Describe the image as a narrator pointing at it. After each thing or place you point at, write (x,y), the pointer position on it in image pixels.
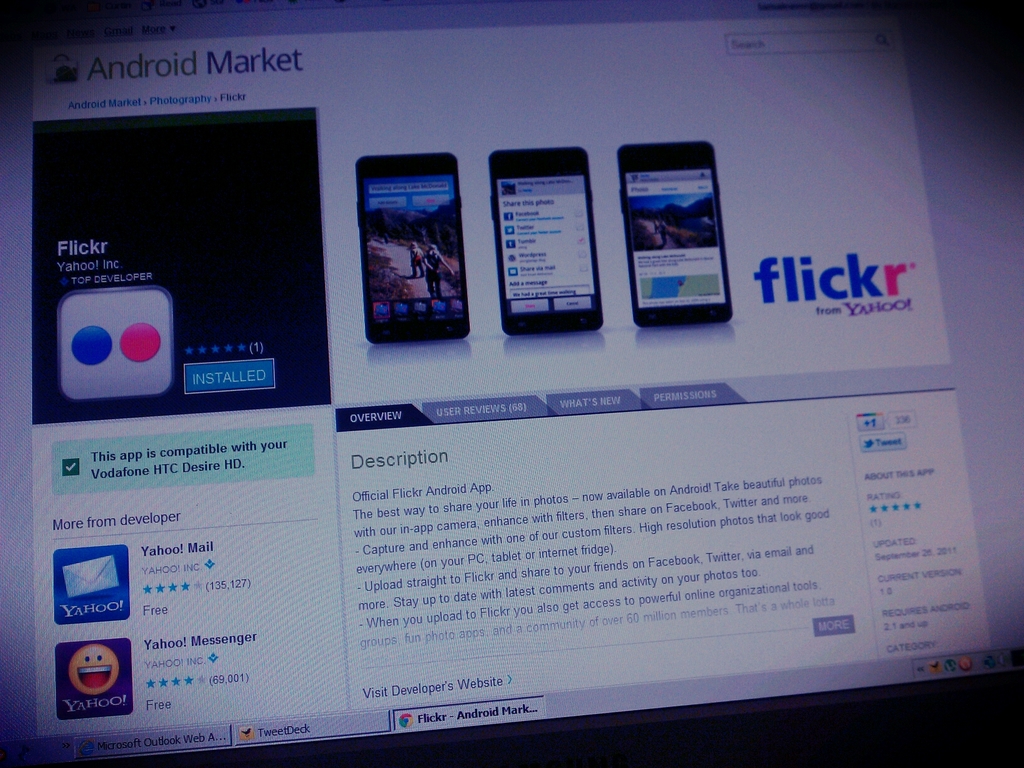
In this picture we can see the screenshot (747,582) in which we can see three mobile phones (376,284) and edited text (384,493) and some icons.
